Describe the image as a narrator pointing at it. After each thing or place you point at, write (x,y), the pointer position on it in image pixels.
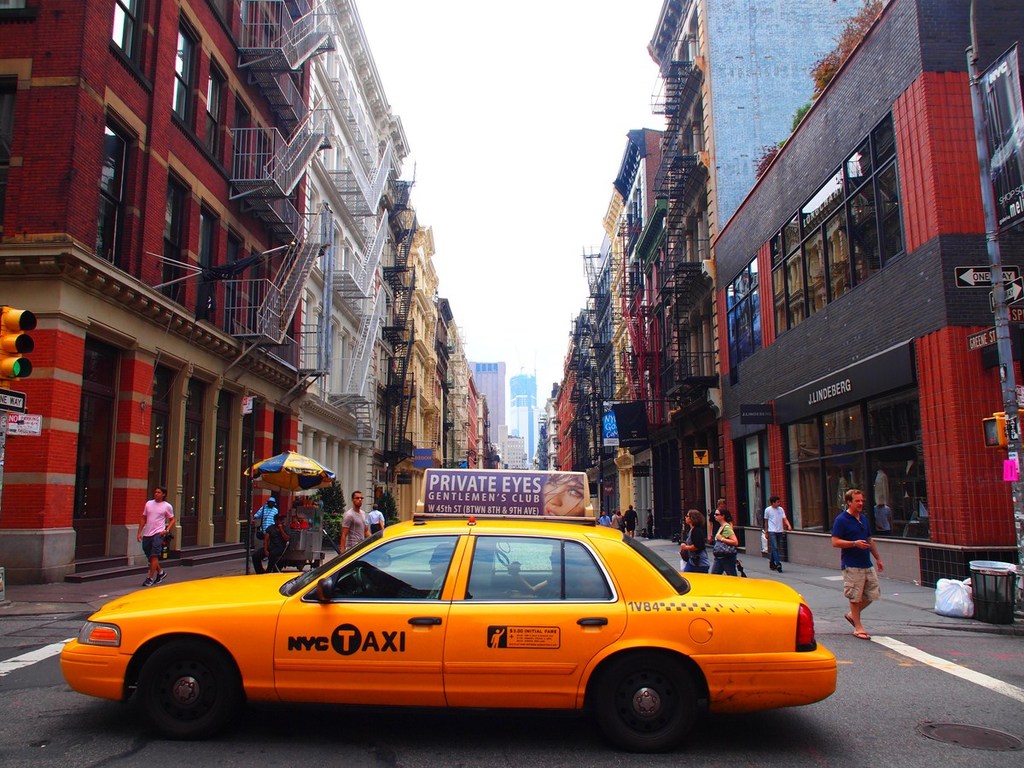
In the image there is a yellow car (422,662) in the middle of the road (587,765), there are many people (698,539) walking in the background (135,557) with buildings (705,377) on either side and above its sky (503,251).
